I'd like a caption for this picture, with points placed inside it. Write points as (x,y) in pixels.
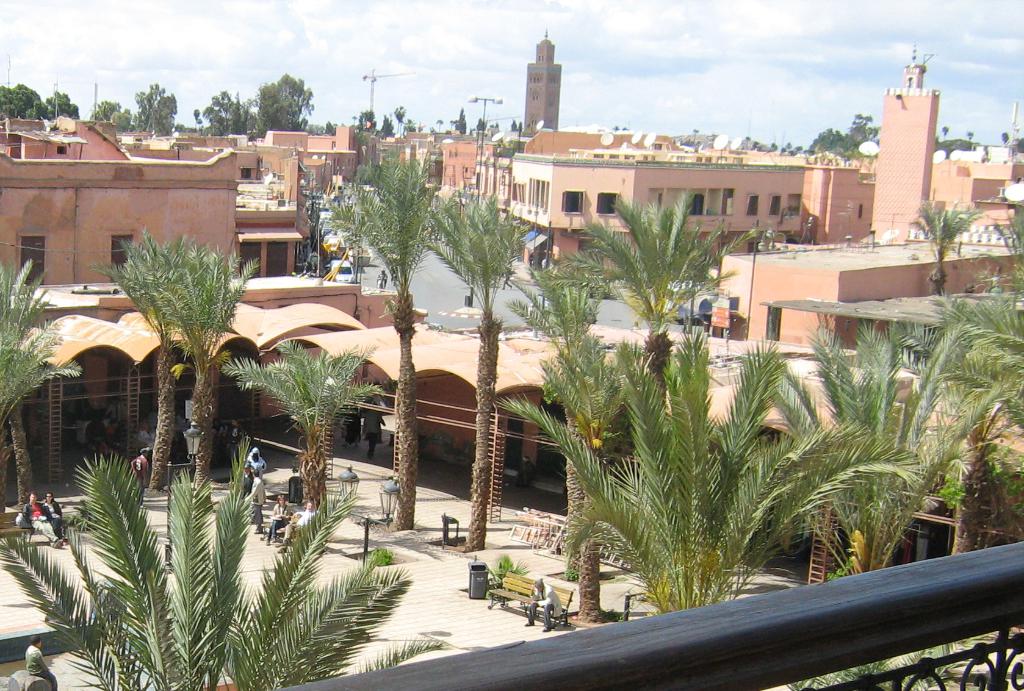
In this picture I can see a black color thing (775,639) in front (679,653) and in the middle of this picture (493,246) I see number of buildings (540,217) and trees (346,374) and I see few people (66,540) on the path (263,545) and I see few cars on the road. In the background (246,86) I see the sky (459,94).
